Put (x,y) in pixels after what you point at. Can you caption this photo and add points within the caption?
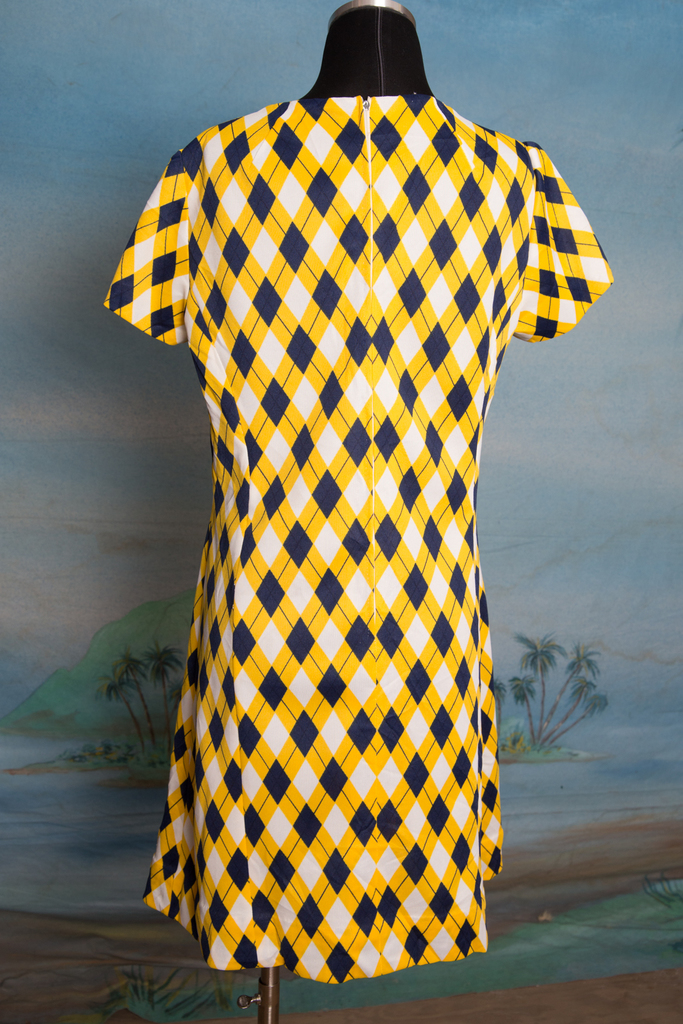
In the center of the picture (434,415) there is a dress (382,250) to a mannequin (396,48). In the background (62,374) there is a board (584,682), on the board (590,96) there is a scenery (528,511).
